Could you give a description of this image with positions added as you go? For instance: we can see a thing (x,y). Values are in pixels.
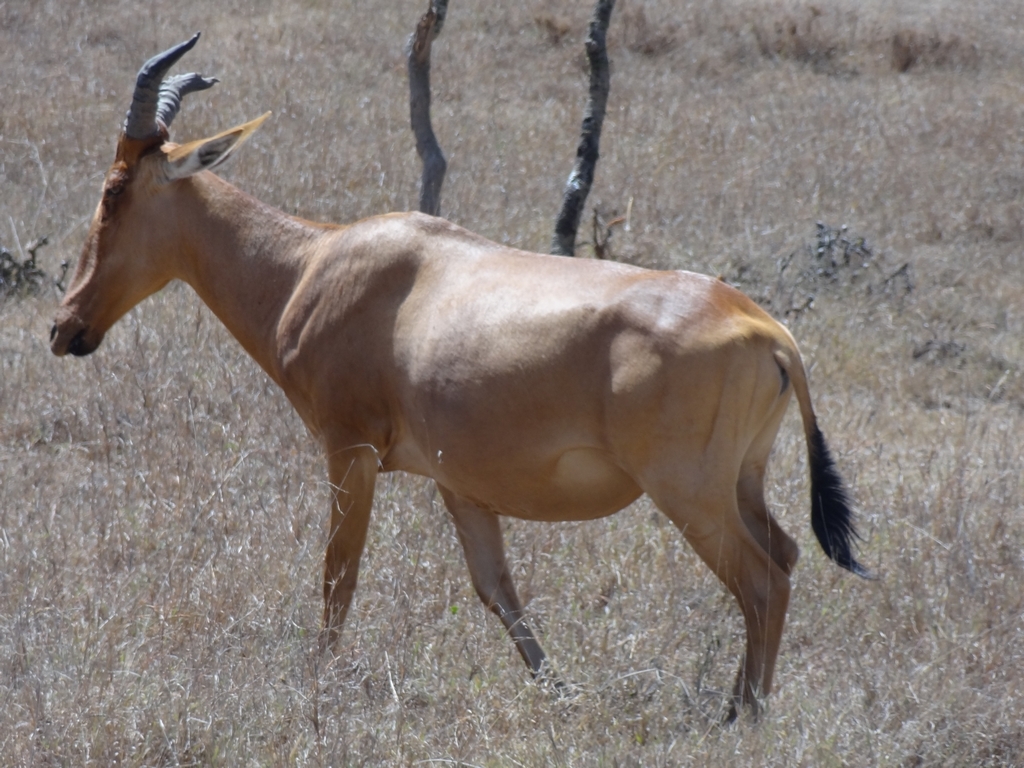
In the picture there is an animal (671,449) and around the animal (463,248) there is a lot of dry grass (451,95) and there are two dry trees (579,157) behind the animal (261,306).
